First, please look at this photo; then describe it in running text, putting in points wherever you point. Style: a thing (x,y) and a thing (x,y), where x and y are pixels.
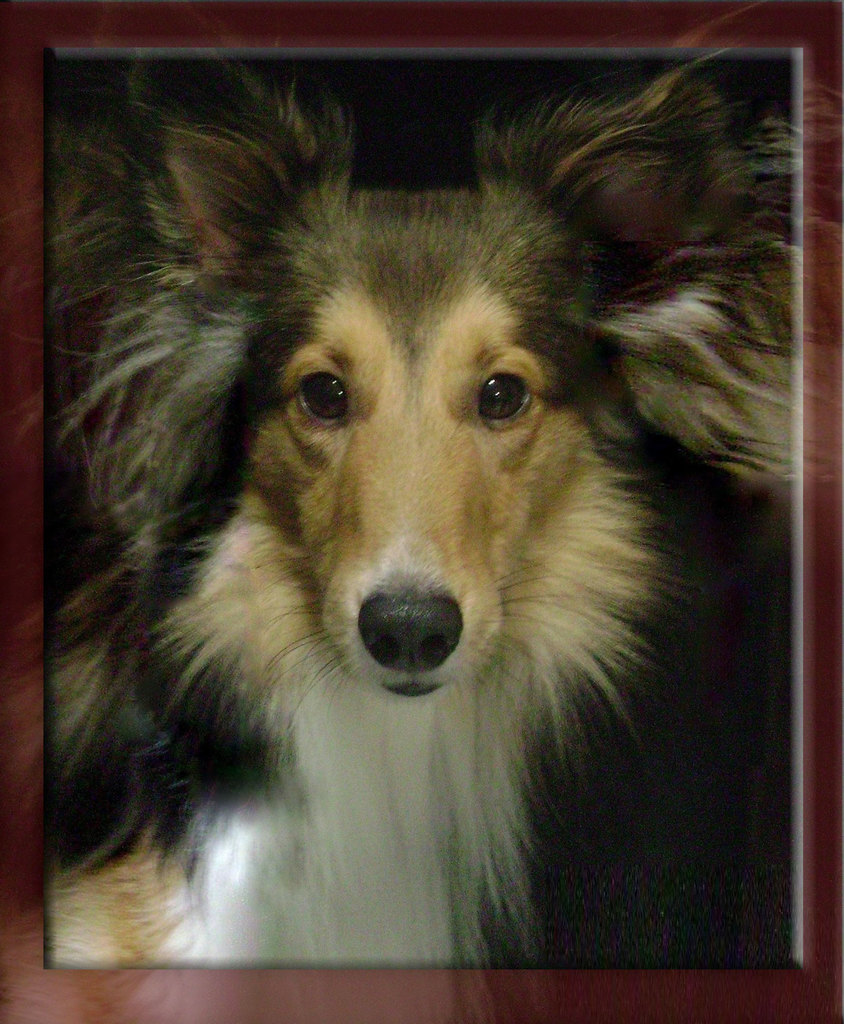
In this image we can see a photo frame (421,1002) of a dog (416,515).
